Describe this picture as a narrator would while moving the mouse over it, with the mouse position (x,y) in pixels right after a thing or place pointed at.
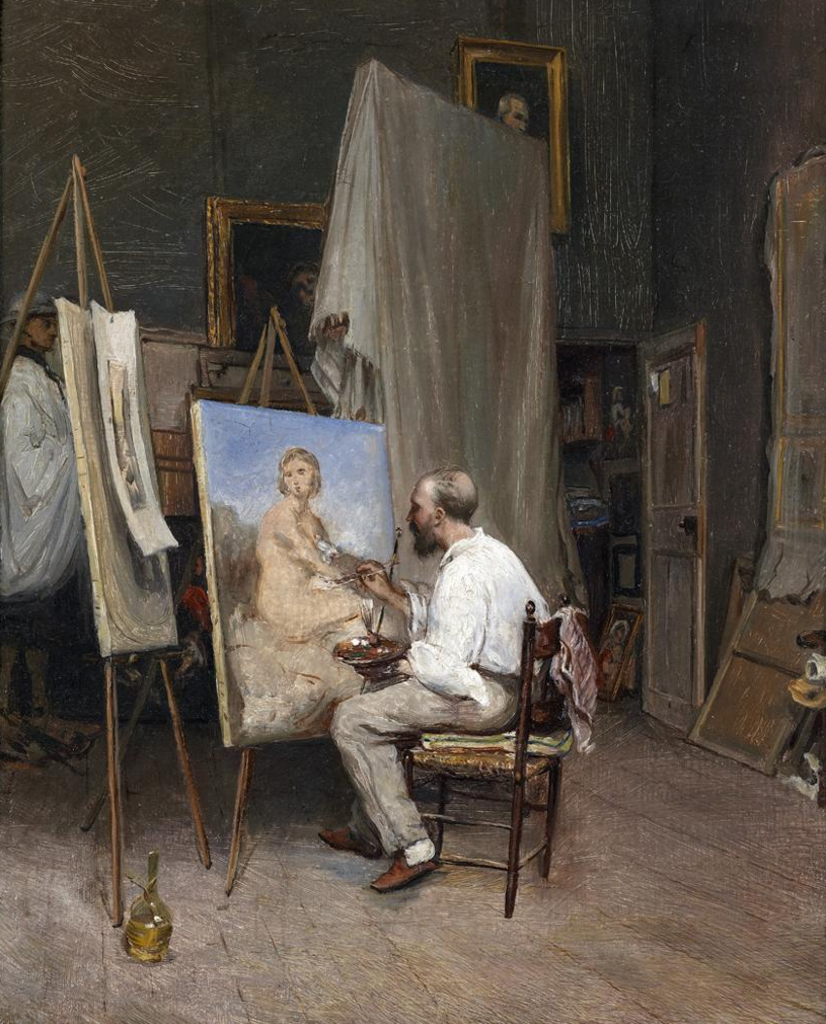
In this image we can see a painting (228,675). In the painting (238,675) there are persons (366,709) standing on the floor (87,725) and sitting on the chairs (538,727) and painting on the canvas boards (324,492). In the background (600,404) there are objects (611,439) arranged on the floor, cupboard (669,660), curtain (519,328) and wall hangings (549,183) attached to the wall (751,228).
